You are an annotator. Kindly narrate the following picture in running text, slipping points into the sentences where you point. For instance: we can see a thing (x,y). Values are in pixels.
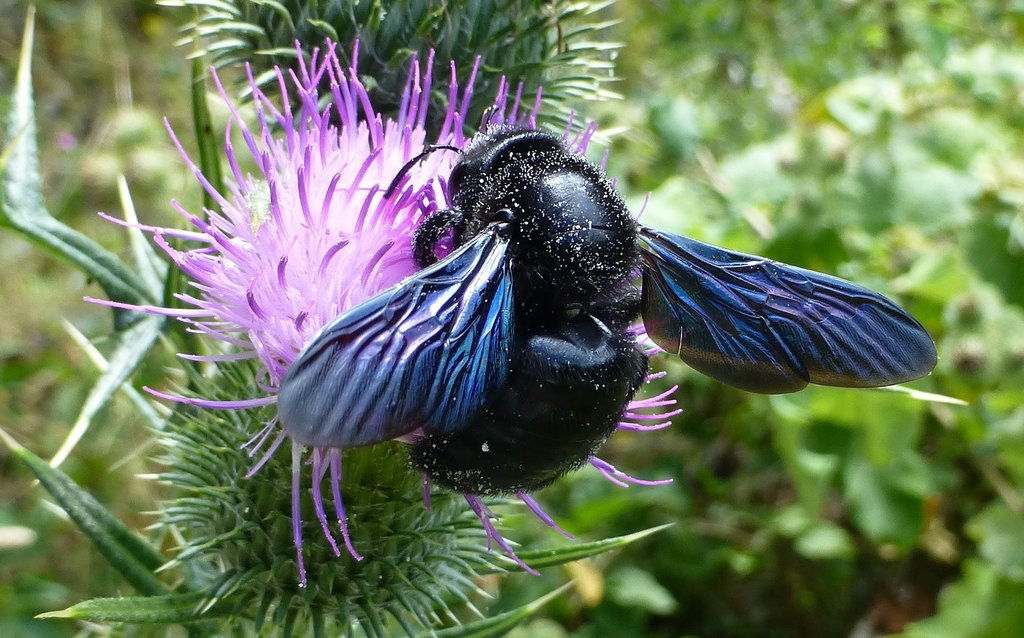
In this picture, we see an insect (452,311) is on the flower (393,172). I think the insect (452,311) is sucking honey (348,308) from the flower (416,207). In this picture, we see a plant (273,497) which has flower (283,89). This flower (287,152) is in violet color. In the background (724,134), there are trees (904,491) or plants (813,165). It is blurred in the background (63,428).
